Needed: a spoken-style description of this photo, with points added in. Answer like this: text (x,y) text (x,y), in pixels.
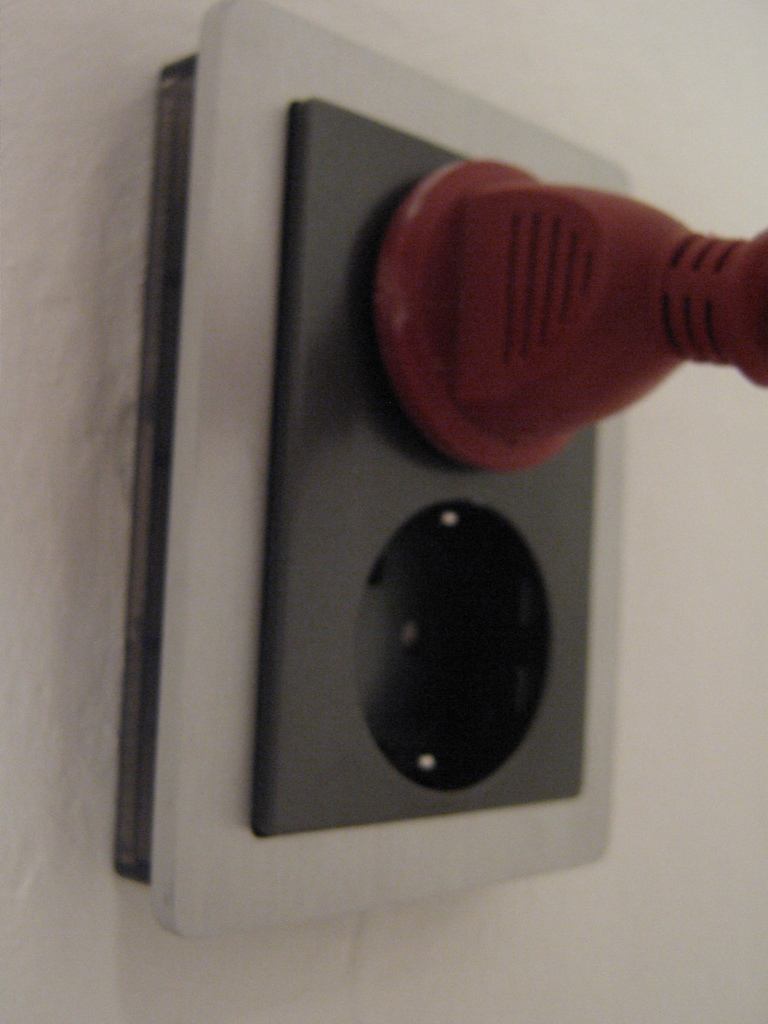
In this image there is a socket (307,423), wall (59,271) and electric plug (490,307). Socket (298,425) is on the wall (688,419).
